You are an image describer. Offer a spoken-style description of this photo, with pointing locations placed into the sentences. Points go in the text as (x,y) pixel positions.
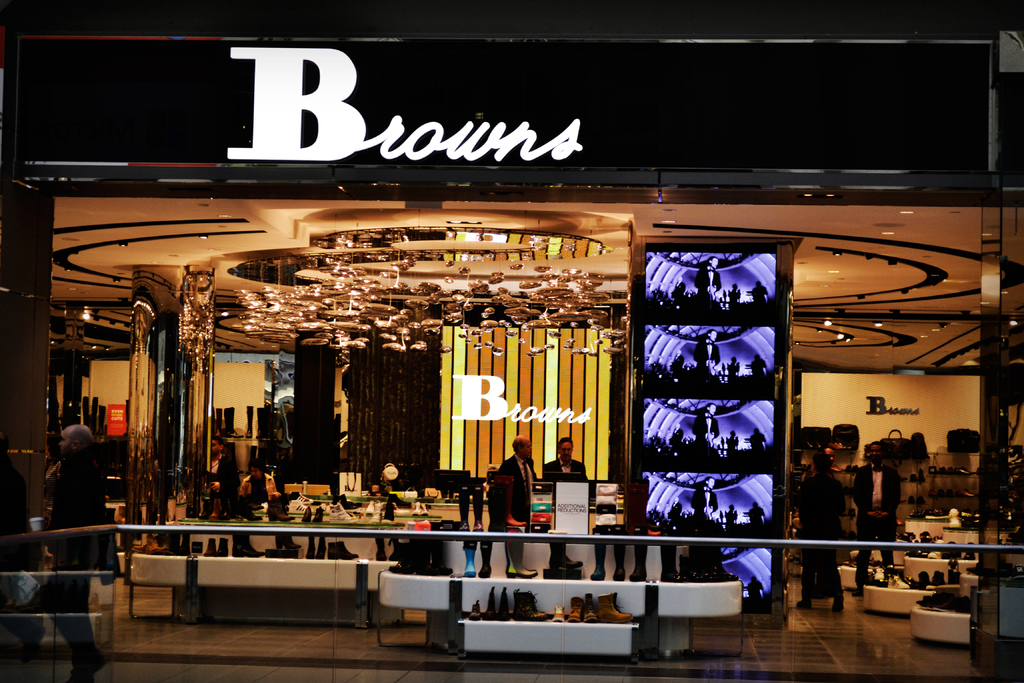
This seems to be clicked in a footwear showroom (230,222), there are many shoes (681,568) and footwear (928,513) on the shelves (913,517) and tables (453,593), there are two persons (508,463) standing in the middle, there is a screen (694,397) on the right side (750,349) and there is a name board (388,141) on the top (430,157).
